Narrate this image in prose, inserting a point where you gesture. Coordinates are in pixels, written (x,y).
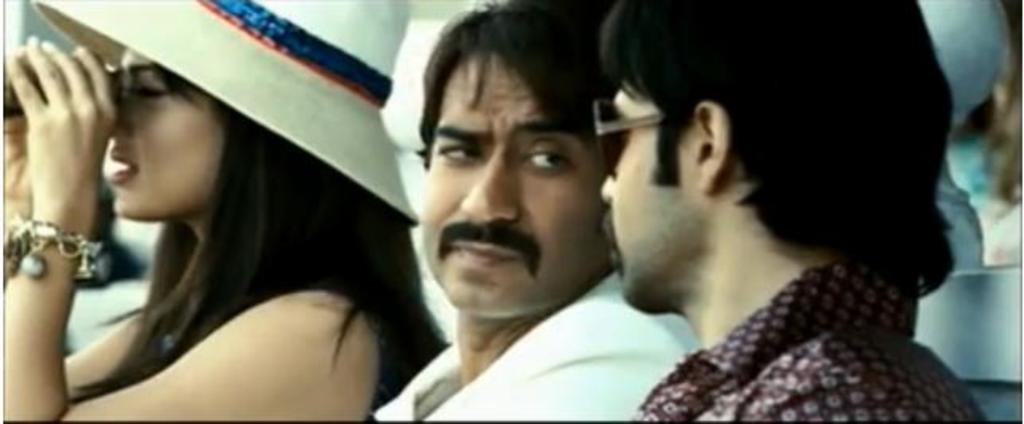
In this picture we can see two men (433,246) sitting and looking to each other. Beside we can see a woman (266,192) wearing white color hat (233,93) seeing through binoculars (129,92).
